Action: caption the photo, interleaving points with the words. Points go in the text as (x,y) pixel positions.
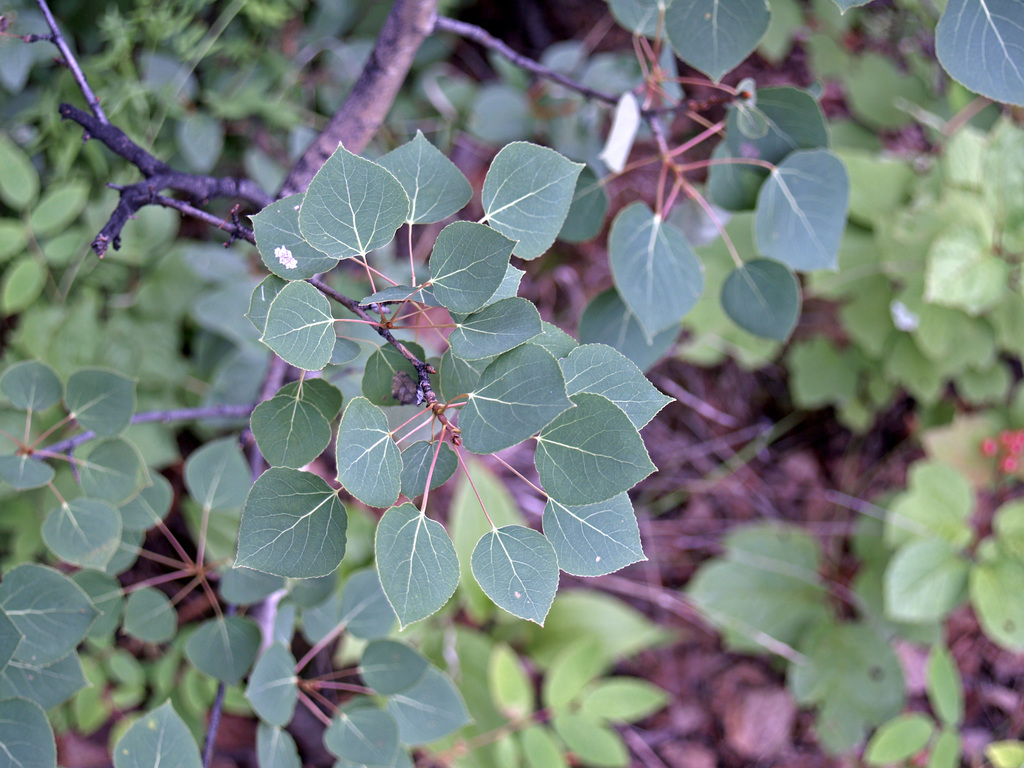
In this image I can see number of green colour leaves (769,328), sticks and stems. I can also see this image is little bit blurry.
